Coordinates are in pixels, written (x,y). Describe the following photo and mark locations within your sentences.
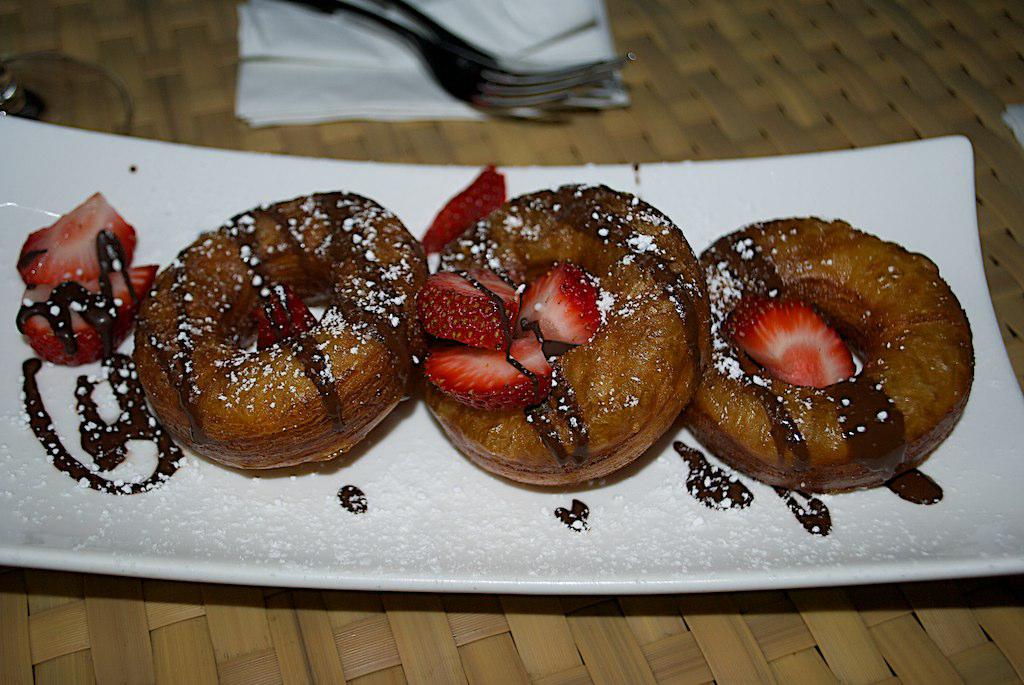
In this image we can see a table (336,608) and there is a plate (376,559), strawberries (127,302), donuts (625,392), forks (458,73) and napkins (365,78) placed on the table (655,126).
